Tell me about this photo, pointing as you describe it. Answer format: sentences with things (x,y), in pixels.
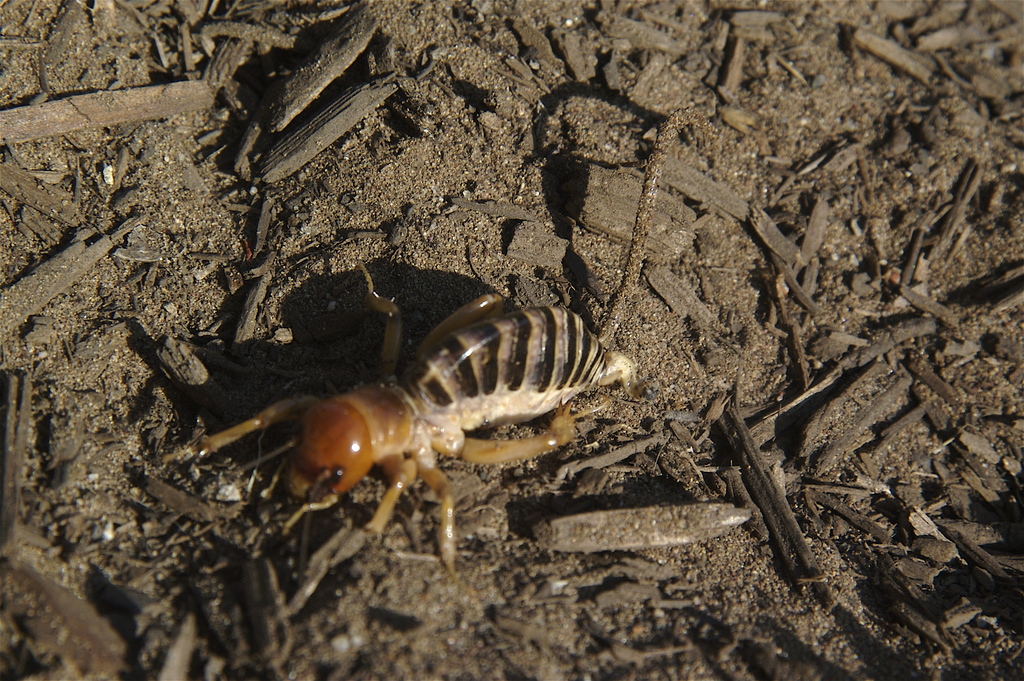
This picture seems to be clicked outside. In the center (431,341) there is an insect (449,336) seems to be walking on the ground (595,317) and there are some objects (569,301) lying on the ground (894,314).
